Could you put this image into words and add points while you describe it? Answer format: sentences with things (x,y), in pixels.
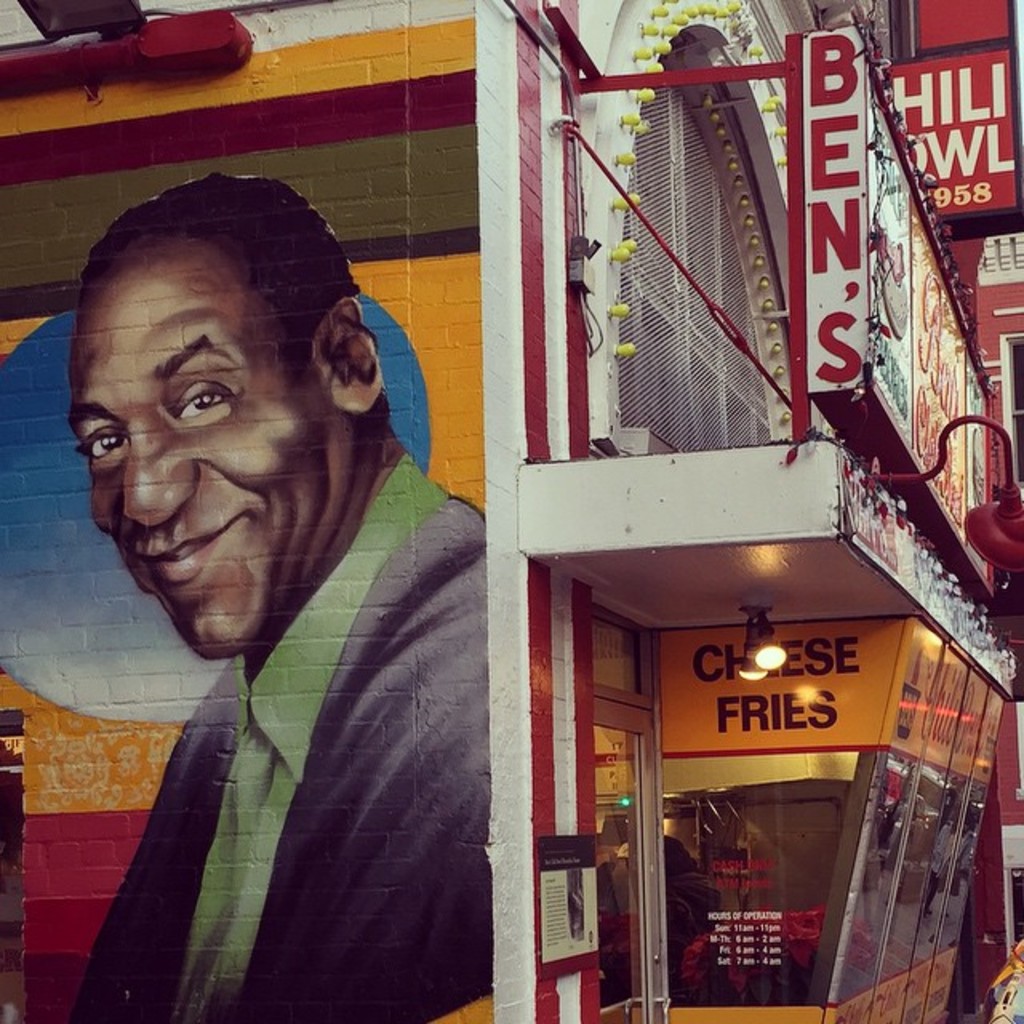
As we can see in the image there are buildings (998,907), fence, banner (782,698), light (1006,538) and on the left side (328,576) there is a drawing (342,451) of a man (268,376) wearing black color jacket (409,753).
